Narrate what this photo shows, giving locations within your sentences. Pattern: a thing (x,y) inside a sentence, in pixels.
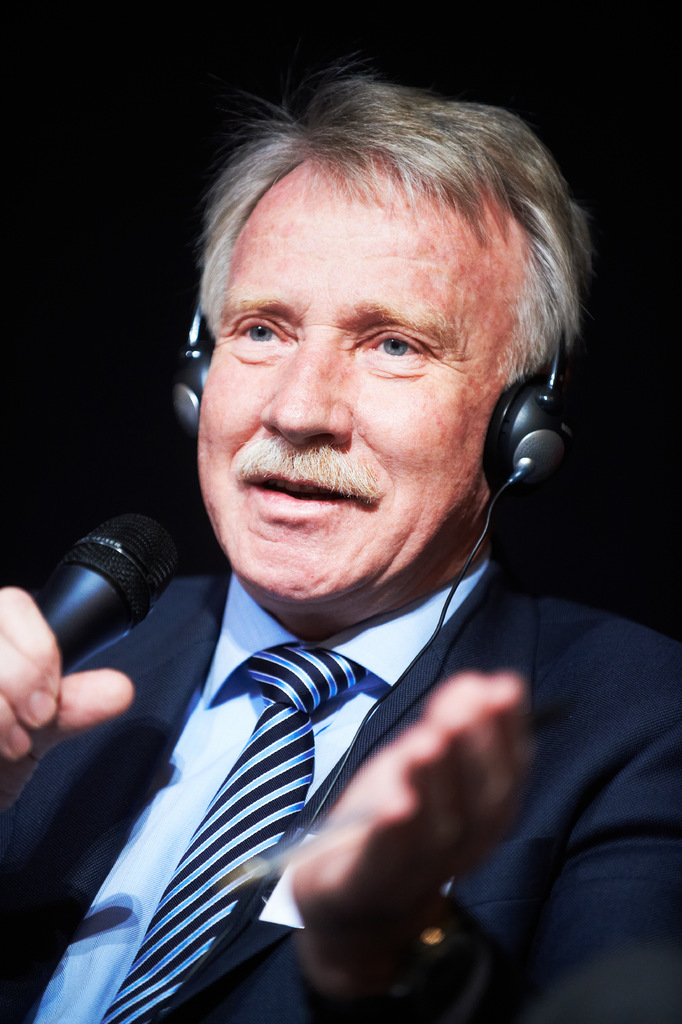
In this image In the middle (304,624) there is a man (254,688) he wears suit (570,752), shirt (389,670), tie (309,721) and head set (531,417) he is holding a mic (140,590).
